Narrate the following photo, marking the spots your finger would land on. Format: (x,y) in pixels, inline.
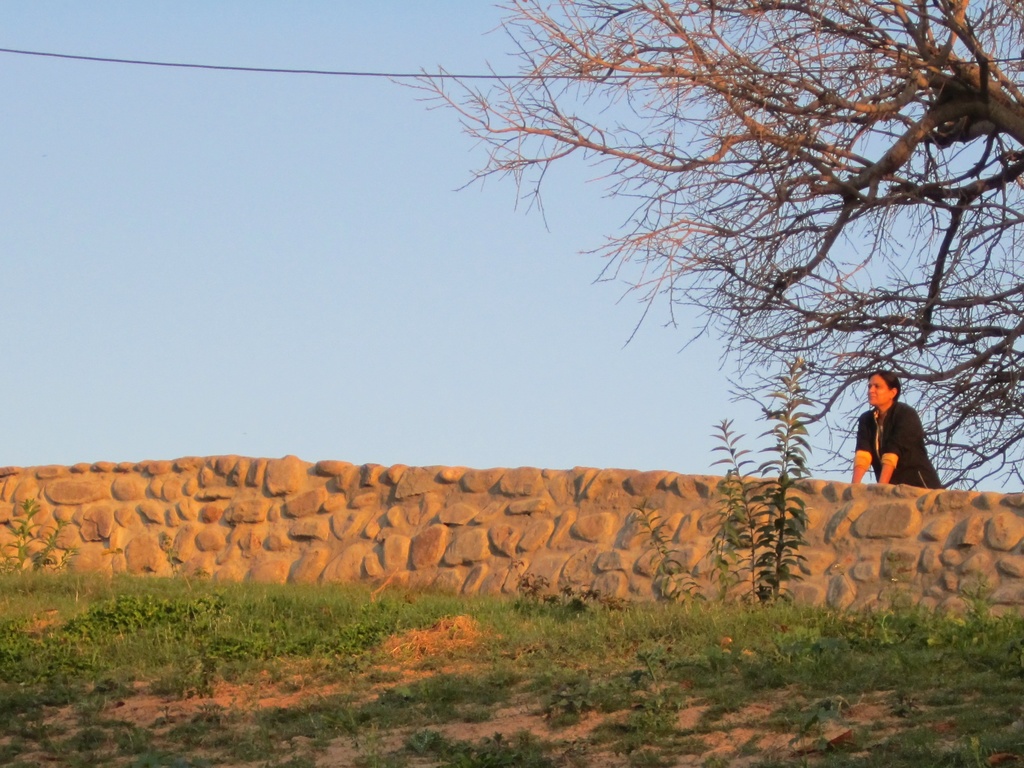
In this picture there is a granite boundary wall (530,532) in the front (412,506). Behind there is a woman (875,453) wearing a black jacket (899,453), standing and looking on the left side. On the right corner (888,220) there is a dry tree (912,77). In the front (369,637) bottom side there is a ground (177,697) with some grass (952,686).
